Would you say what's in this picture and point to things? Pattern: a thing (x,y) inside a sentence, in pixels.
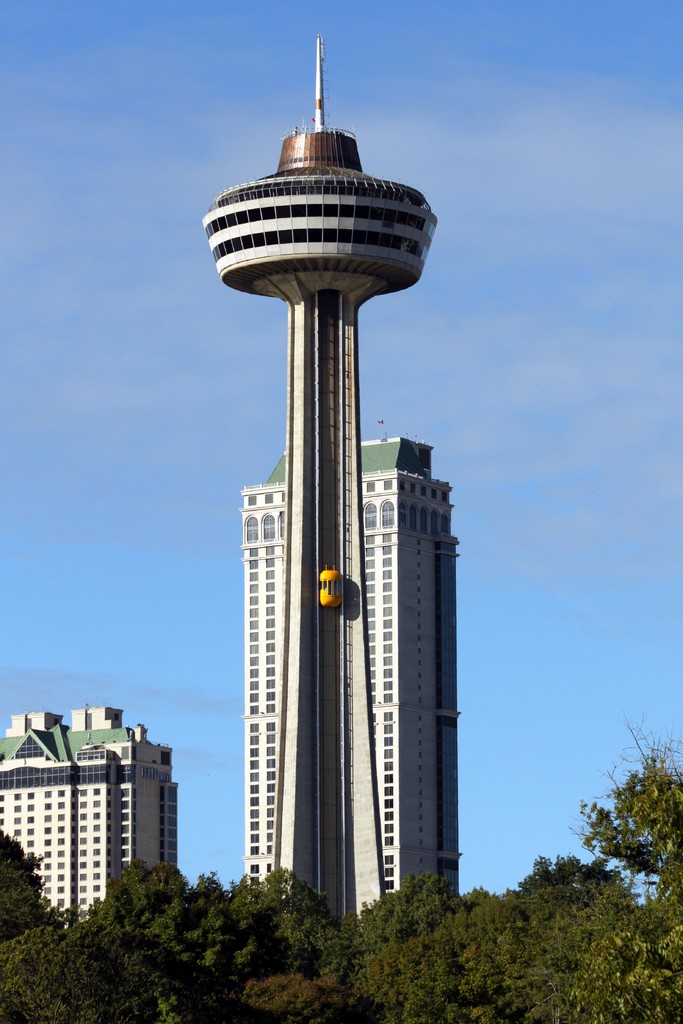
In the foreground of the picture (364,968) there are trees (182,993). In the center of the picture (375,516) there are buildings (69,776). In the background (143,297) it is sky (488,269).
